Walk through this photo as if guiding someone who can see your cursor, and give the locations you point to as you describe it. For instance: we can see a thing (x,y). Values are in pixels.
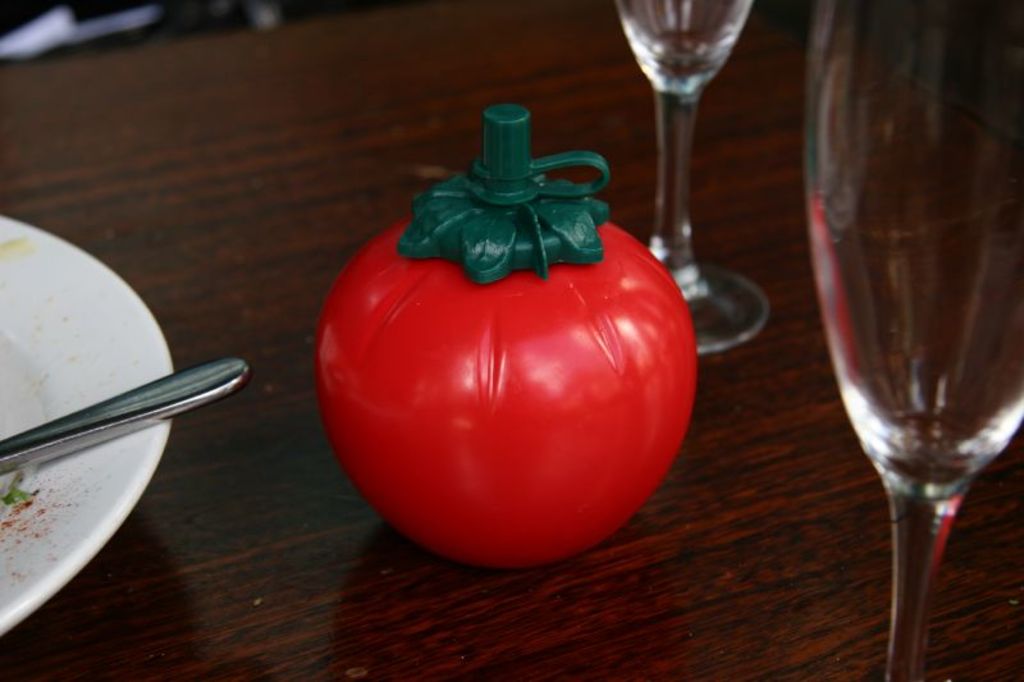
In this image I can see a plate (150,427), spoon (173,394), glasses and a jar (505,437) on the table (571,128). This image is taken in a room (286,562).
